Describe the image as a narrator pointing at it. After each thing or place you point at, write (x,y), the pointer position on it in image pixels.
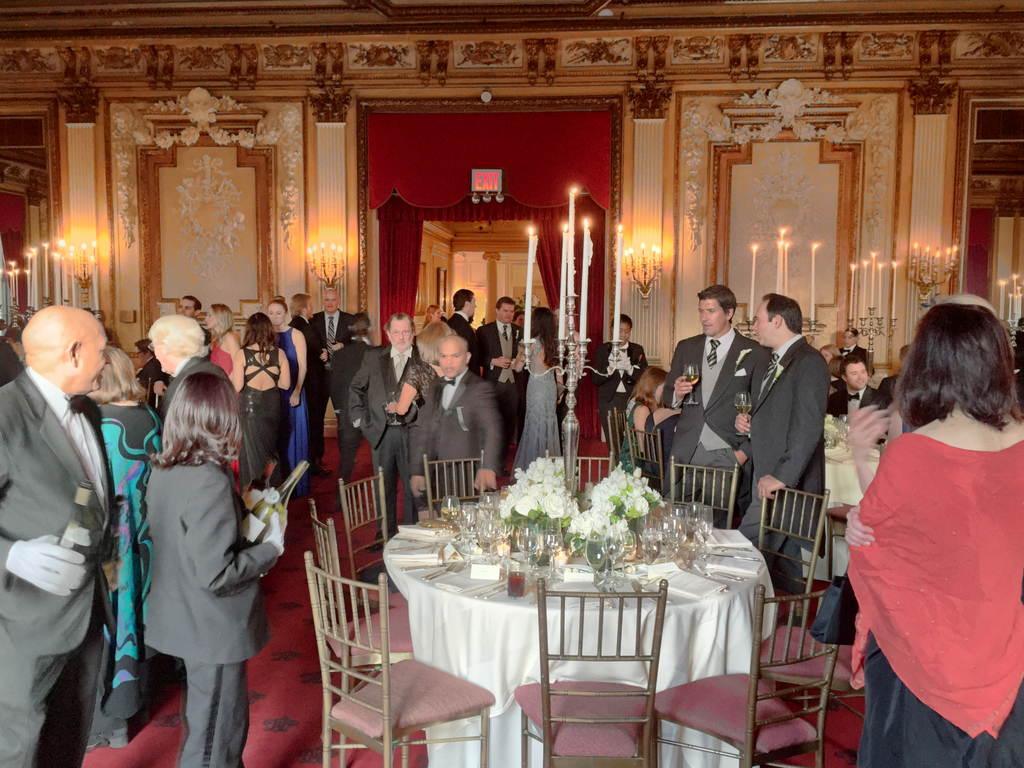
In this image I can see a group of people (397,407) are standing on the floor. I can also see that is a table (707,632) and chairs (660,596) beside the table (690,616). On the table (512,598) I can see there are few objects (538,527) on it.
